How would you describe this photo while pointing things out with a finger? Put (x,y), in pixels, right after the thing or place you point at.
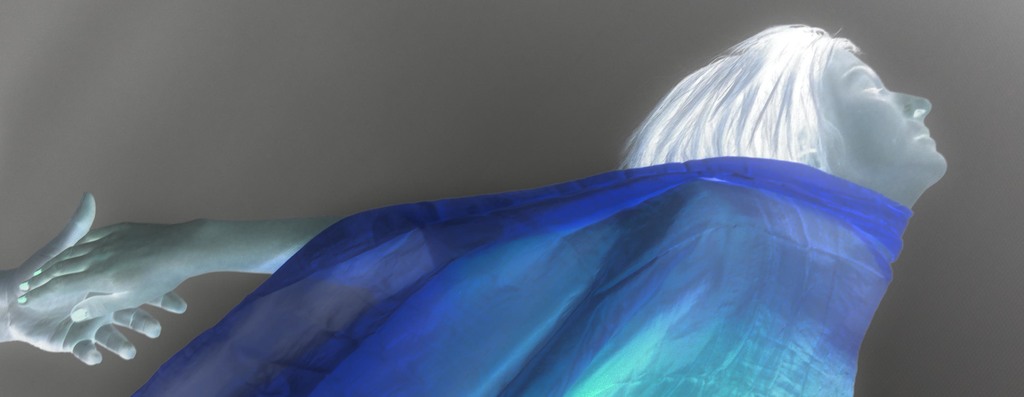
In this picture I can see a woman (742,119) and cloth (561,306).
